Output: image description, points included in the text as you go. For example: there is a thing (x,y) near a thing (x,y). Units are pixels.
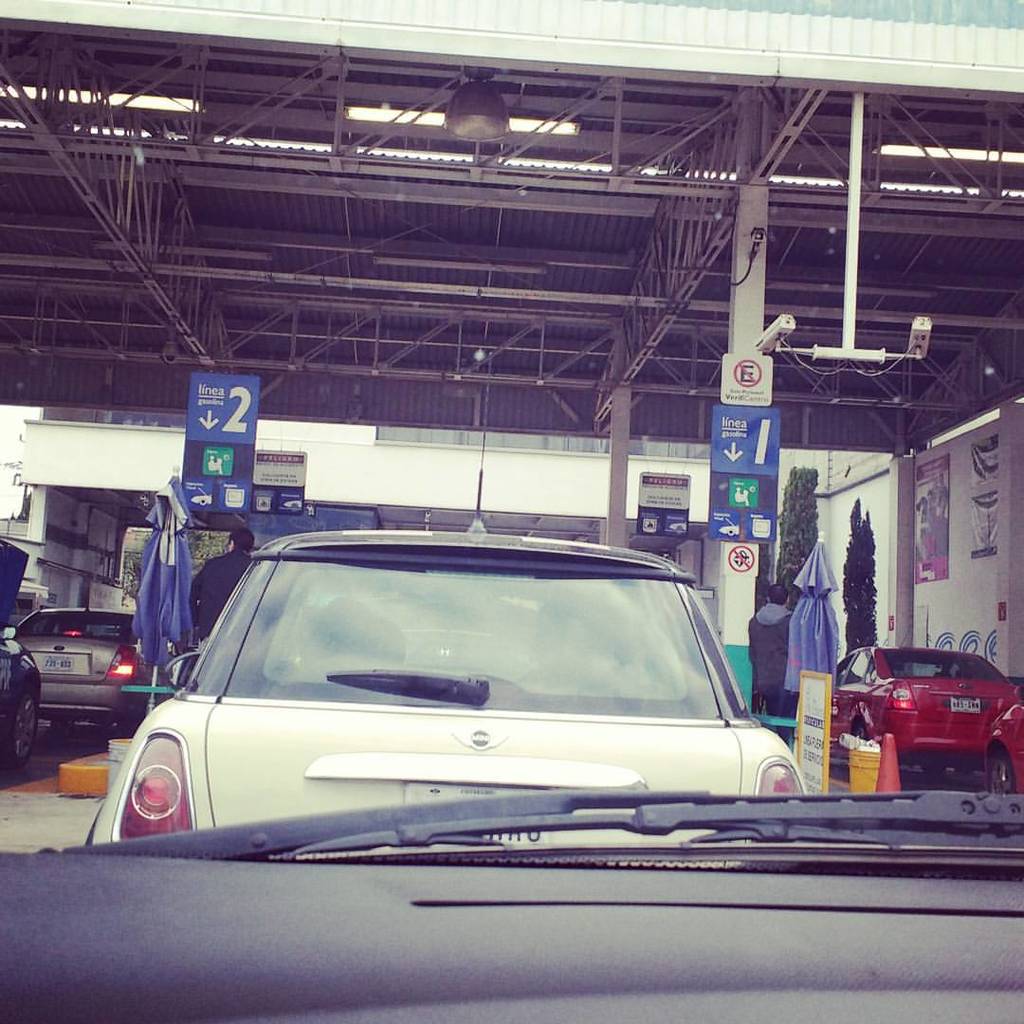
In this picture there are cars (413,593) in the center of the image (585,634) and there are other cars (879,664) on the right (865,695) and left side of the image (27,631), there are posters (671,514) on the pillars (611,522) and there is a roof (420,146) at the top side of the image (422,220).
